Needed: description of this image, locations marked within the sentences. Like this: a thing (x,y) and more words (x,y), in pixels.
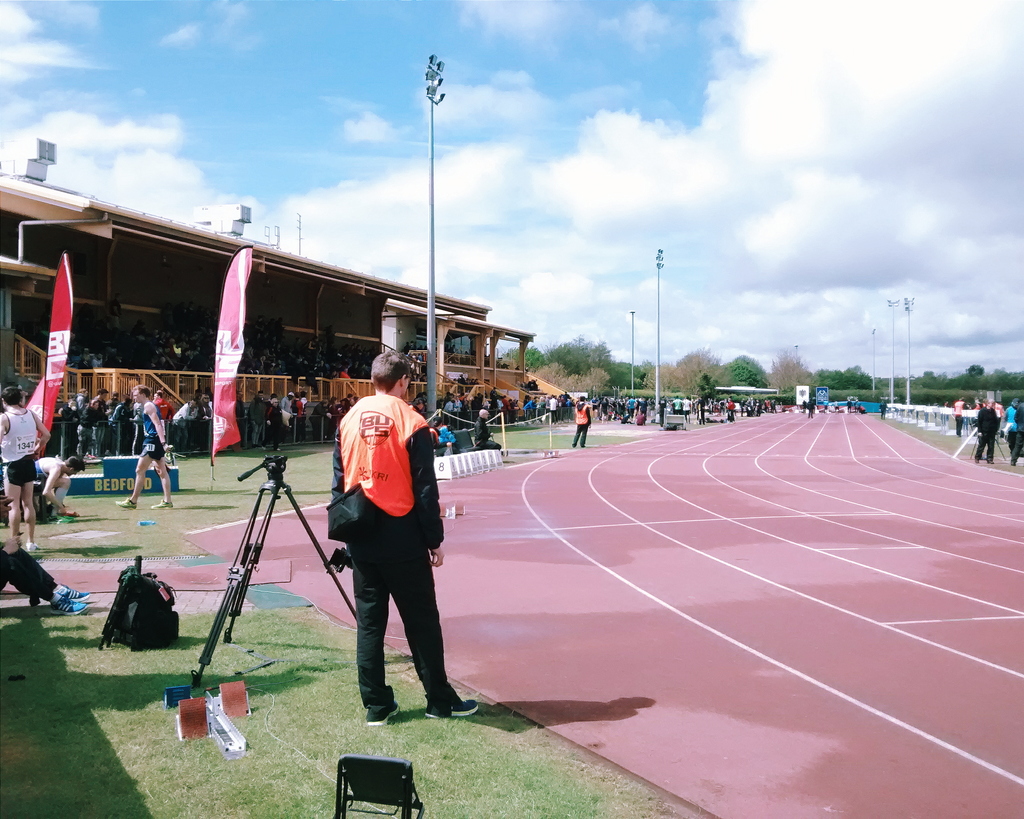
On the left side of the image (190,331) there is a shed (26,309) on the ground (636,688). In the shed (206,384) there is large audience (264,363) placed. In the foreground of the image (284,484) there is a person (352,470) standing with his camera (267,494). At the center of the image (577,478) there is a path (854,419). In the background (867,346) there is a sky (710,300).
